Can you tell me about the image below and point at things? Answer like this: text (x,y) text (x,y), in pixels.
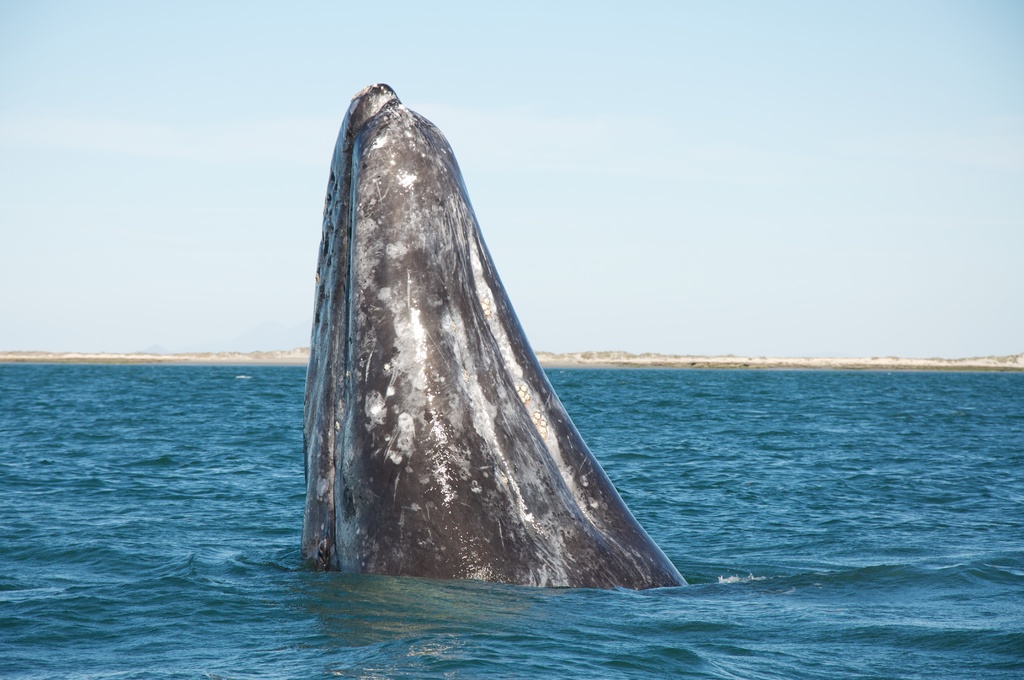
In the center of the image (465,309) we can see a whale (435,514) in the water (434,647). In the background (725,43) there is sky (449,126).
